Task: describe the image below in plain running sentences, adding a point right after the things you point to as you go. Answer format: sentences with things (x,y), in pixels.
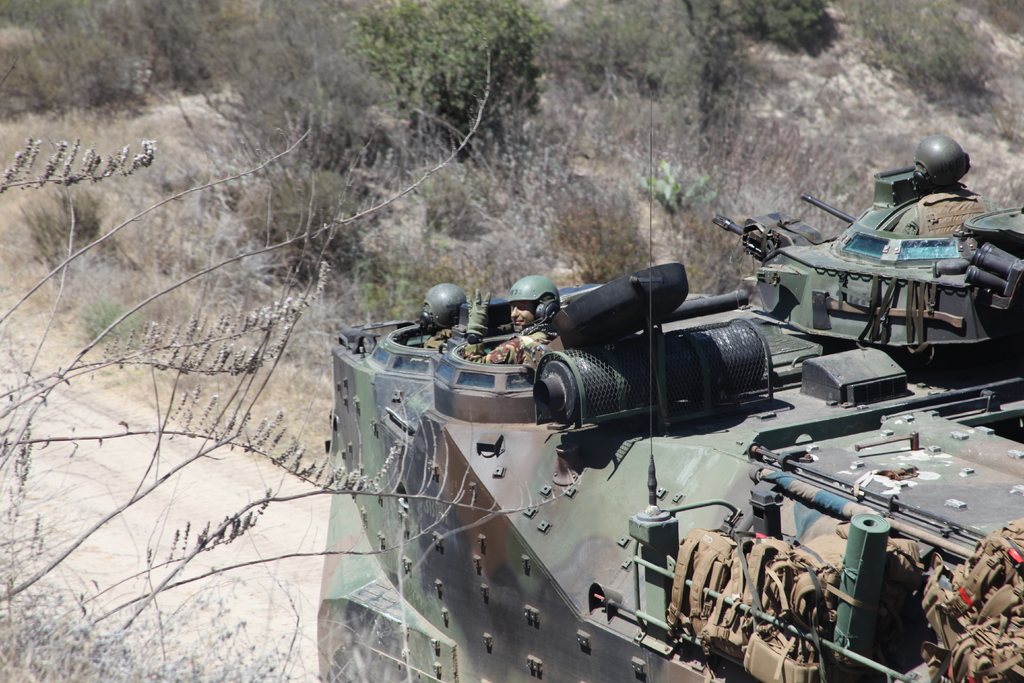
In this picture we can see a military vehicle (546,423) on the right side (924,227), there are three persons (523,316) in the vehicle (372,399), they wore helmets (451,304), we can see bags (954,629) at the right bottom (1002,603), in the background (309,343) there are trees (415,130) and grass (583,130).
